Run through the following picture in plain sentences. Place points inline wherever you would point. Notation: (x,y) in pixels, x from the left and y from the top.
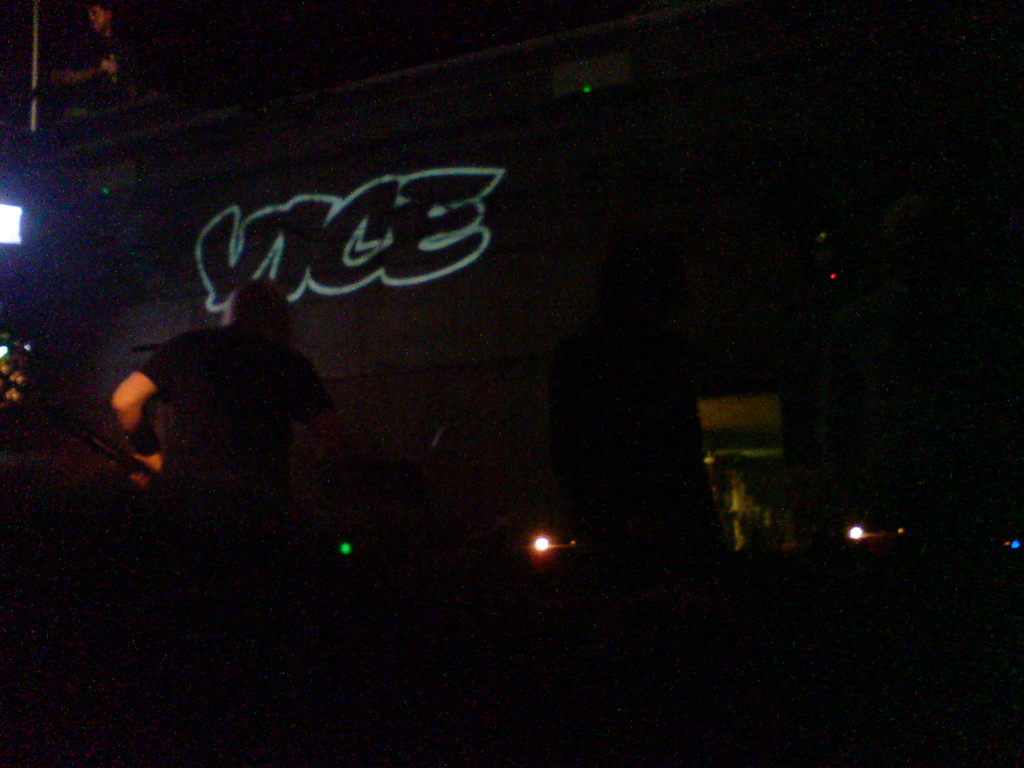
It is the dark image in which there is a man (247,435) standing near the wall (398,388). On the left side (22,228) there is a light (21,214).
